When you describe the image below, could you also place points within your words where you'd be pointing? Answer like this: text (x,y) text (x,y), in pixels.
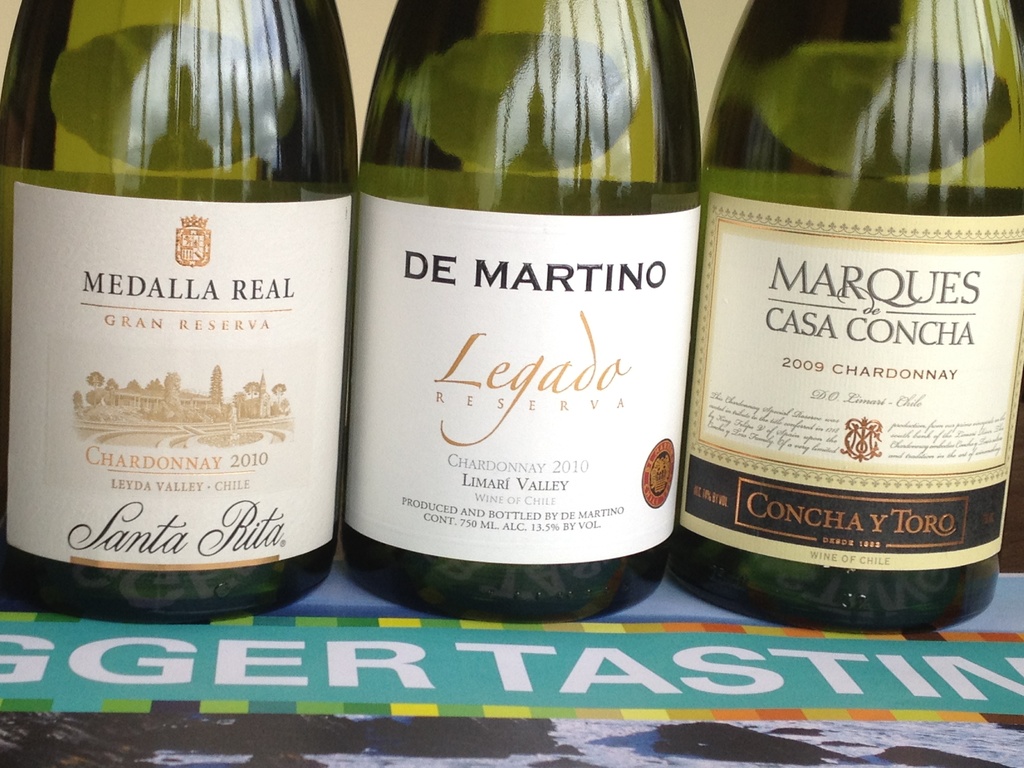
In this picture there are three wine bottle (423,526) kept on a table (461,649) and the same wine bottles (262,287) have different labels (541,356) pasted on it. In the backdrop (714,39) there is a wall (710,22).
